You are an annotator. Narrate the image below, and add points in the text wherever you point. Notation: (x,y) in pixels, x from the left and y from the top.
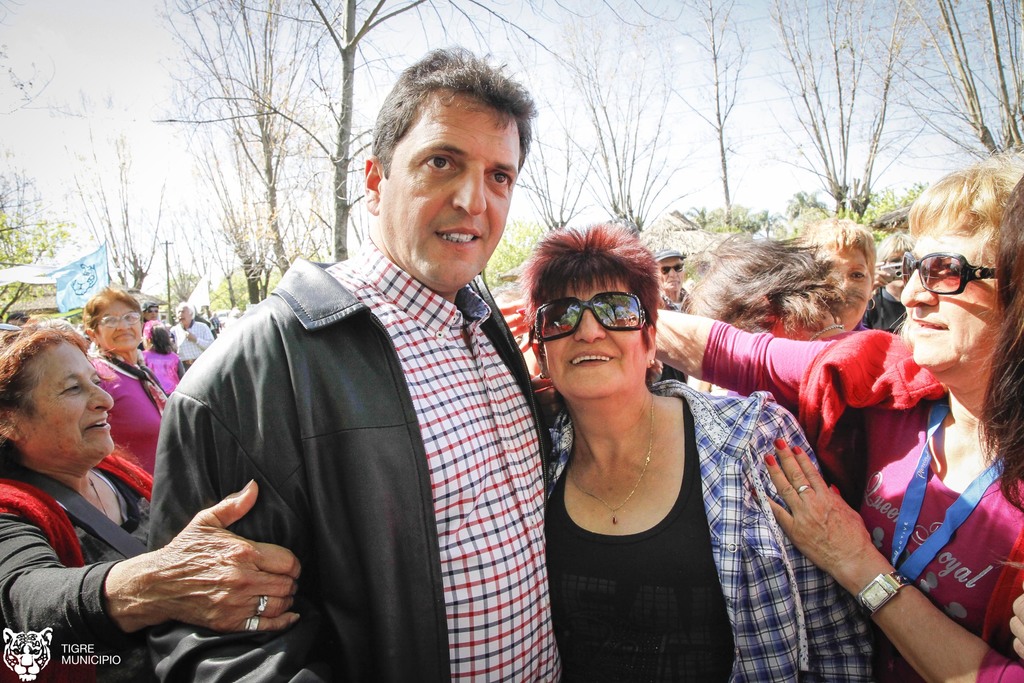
In this image I can see group of people (787,415) standing, in front (429,395) I can see person (361,403) wearing black color blazer (361,403) and the person (556,448) at right (761,479) wearing black shirt (661,560). Background (161,85) I can see dried trees (206,60) and sky (192,66) is in white color.
